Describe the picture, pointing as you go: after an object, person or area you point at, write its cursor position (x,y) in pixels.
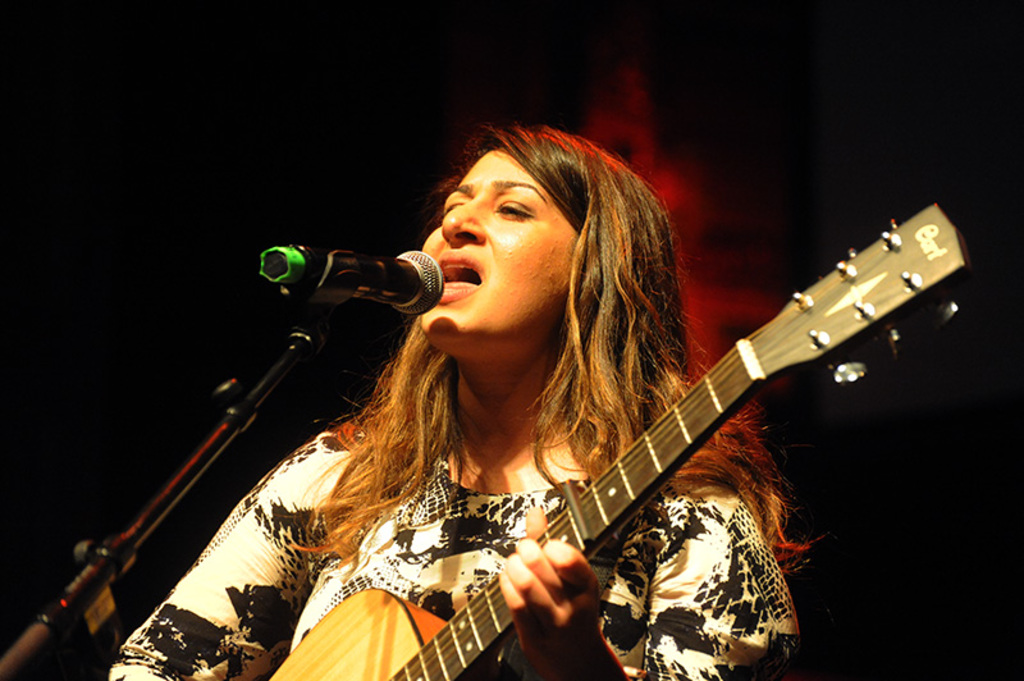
One woman (588,443) is standing in white and black dress (605,573) and playing a guitar (478,611) and she is singing in front of the microphone (426,307).
